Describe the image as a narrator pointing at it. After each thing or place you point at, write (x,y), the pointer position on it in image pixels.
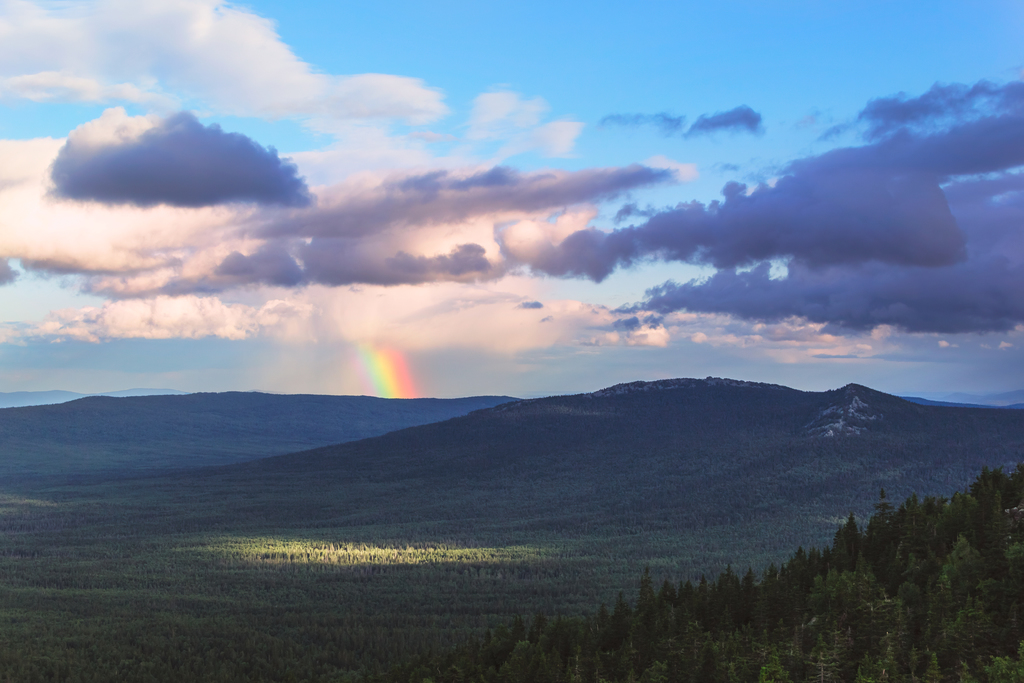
In this picture I can observe some trees (629,566) and hills (556,461). In the middle of the picture (403,369) I can observe rainbow (380,362) in the sky (401,337). There are some clouds (320,235) in the sky (327,223).
